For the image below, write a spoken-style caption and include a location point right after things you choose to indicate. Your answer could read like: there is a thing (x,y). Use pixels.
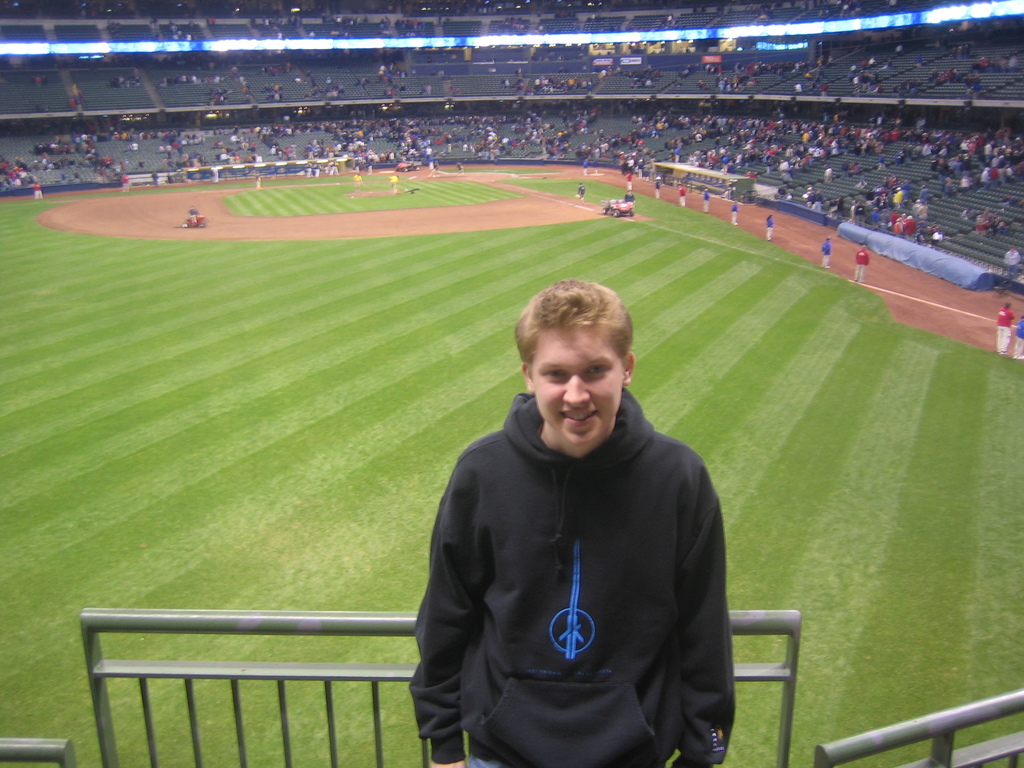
Here in the front (625,362) we can see a person (544,536) standing with a black hoodie (658,659) on him, smiling and behind him we can see a railing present and we can see ground (240,188) present behind him, which is fully covered with grass (298,400) over there and we can see people (956,159) sitting here and there on the stands (907,144) over there and we can also see some people (999,324) in the ground (663,226) standing over there.
